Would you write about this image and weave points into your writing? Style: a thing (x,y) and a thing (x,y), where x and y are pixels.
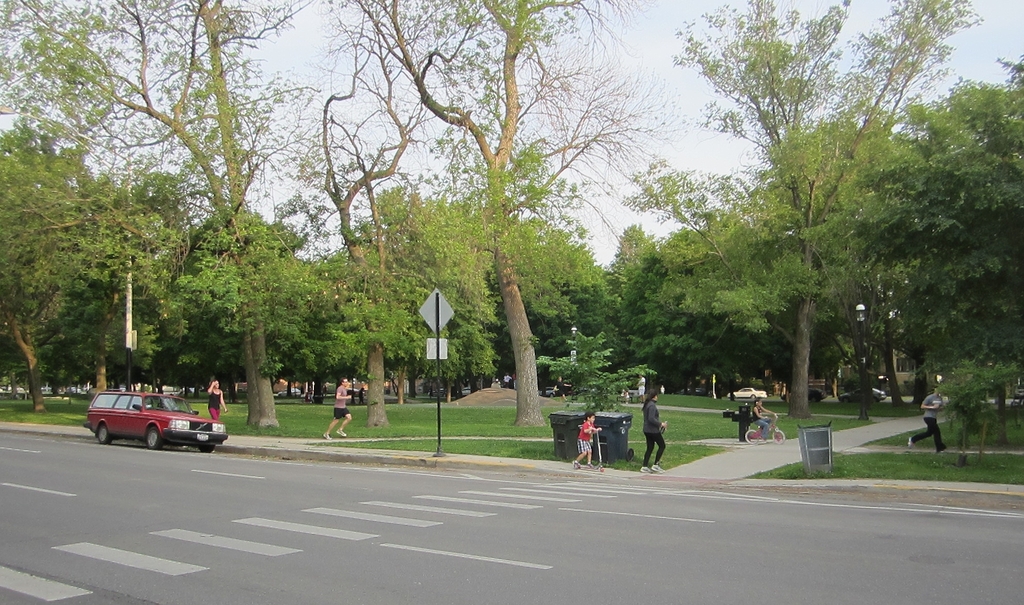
In this image we can see road (312,504). Also there is a vehicle (138,396). And we can see few people (655,407). Also there is a person (769,428) holding a cycle (756,437). There are boards (441,342) on a pole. Also there are trees (439,252). On the ground (362,410) there is grass (910,454). And there is a dustbin (821,442). In the background (496,123) there is sky (446,131).
